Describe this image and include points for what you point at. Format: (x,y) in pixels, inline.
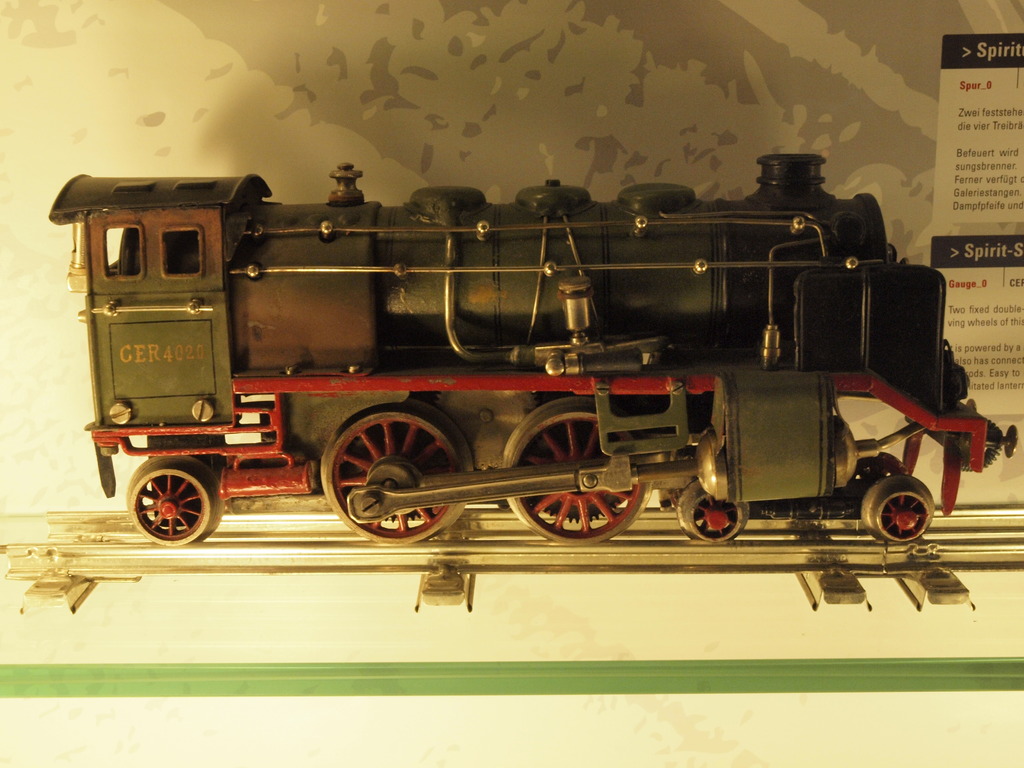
In this picture we can see a small black and red color train engine miniature toy (219,405) placed on the glass shelf (780,665). Beside we can see a paper brochure (970,145).
